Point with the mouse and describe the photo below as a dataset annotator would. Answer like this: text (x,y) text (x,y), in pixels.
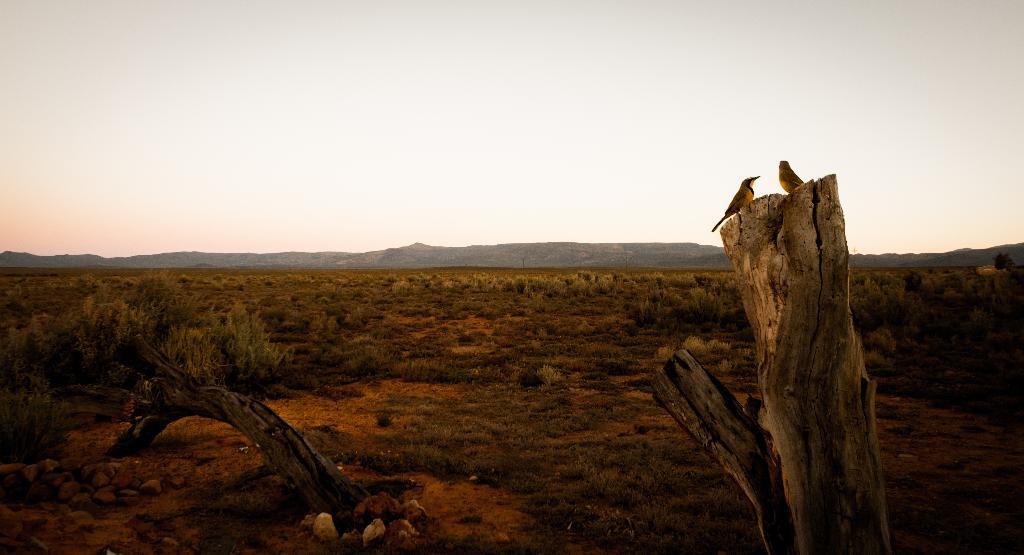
In this image there are two barks (725,440) and stones (139,497) on the ground (194,522). Image also consists of many plants (550,338) and also grass (514,423). In the background (458,262) there is mountain (601,252). Sky (206,157) is also visible.
